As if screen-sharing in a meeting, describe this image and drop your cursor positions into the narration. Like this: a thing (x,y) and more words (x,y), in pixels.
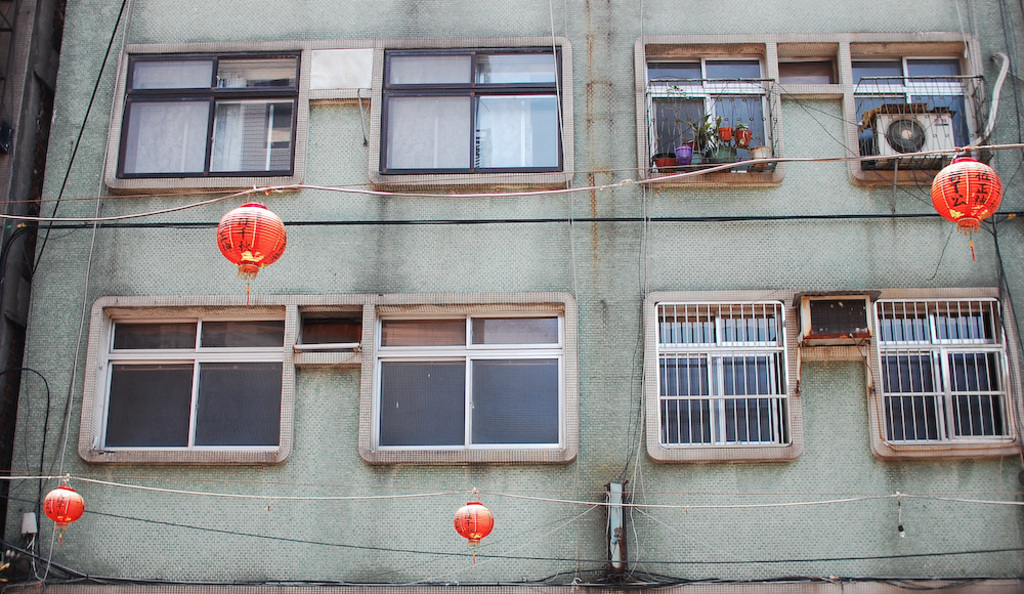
In this image there is a building (385,266) and some glass windows (671,131), flower pots (749,143), plants (706,129), air conditioner (902,136) and some lights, ropes (32,216) and wires (351,547). On the left side (15,80) there is another building (8,68).
